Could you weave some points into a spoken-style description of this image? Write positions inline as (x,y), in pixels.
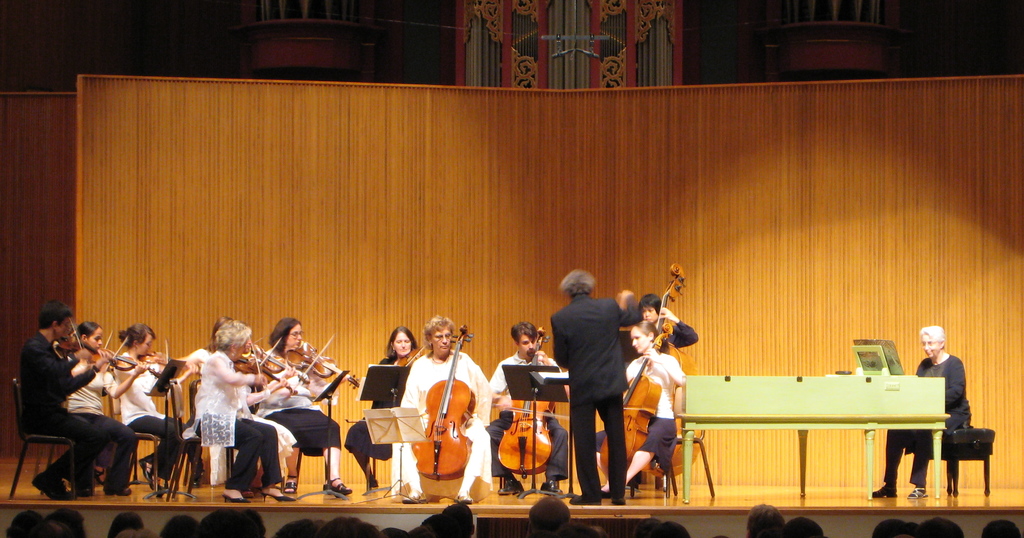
This image is clicked in a concert. There are many people (61,327) in this image. In the background (195,193), there is a wooden plank (707,176). At the bottom (893,534) there is a crowd (549,535). On the dais (505,528), some of them are playing violin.
